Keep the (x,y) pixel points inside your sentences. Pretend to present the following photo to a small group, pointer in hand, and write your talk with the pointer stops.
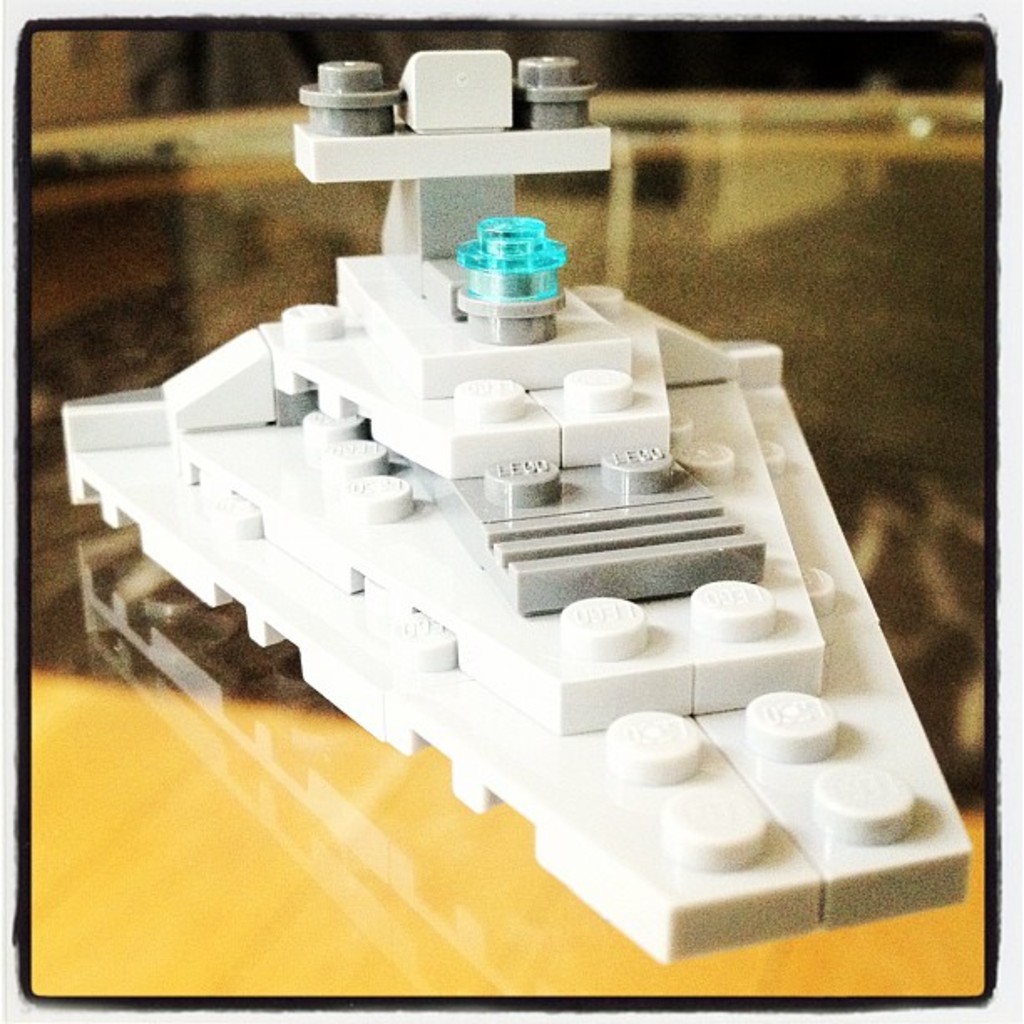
In this image I can see an object (531,322) made with lego (558,720) and it is on the glass surface (277,771). I can see the blurred background (245,99).
